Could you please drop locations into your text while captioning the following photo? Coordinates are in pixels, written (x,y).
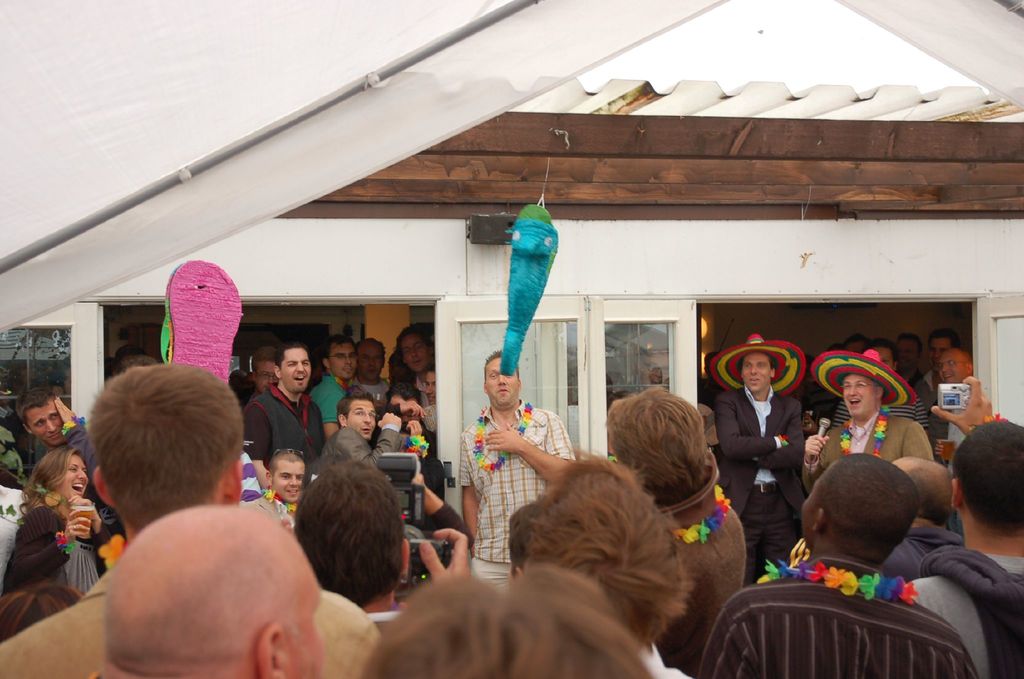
In this image, we can see people (164,510) and some are wearing artificial garlands (844,450) and there are two people (853,396) wearing hats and some are holding objects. In the background (458,305), there are doors (574,326) and we can see streamers (519,232) hanging and there is a wall (879,269). At the top (596,198), there is a roof (544,97).
